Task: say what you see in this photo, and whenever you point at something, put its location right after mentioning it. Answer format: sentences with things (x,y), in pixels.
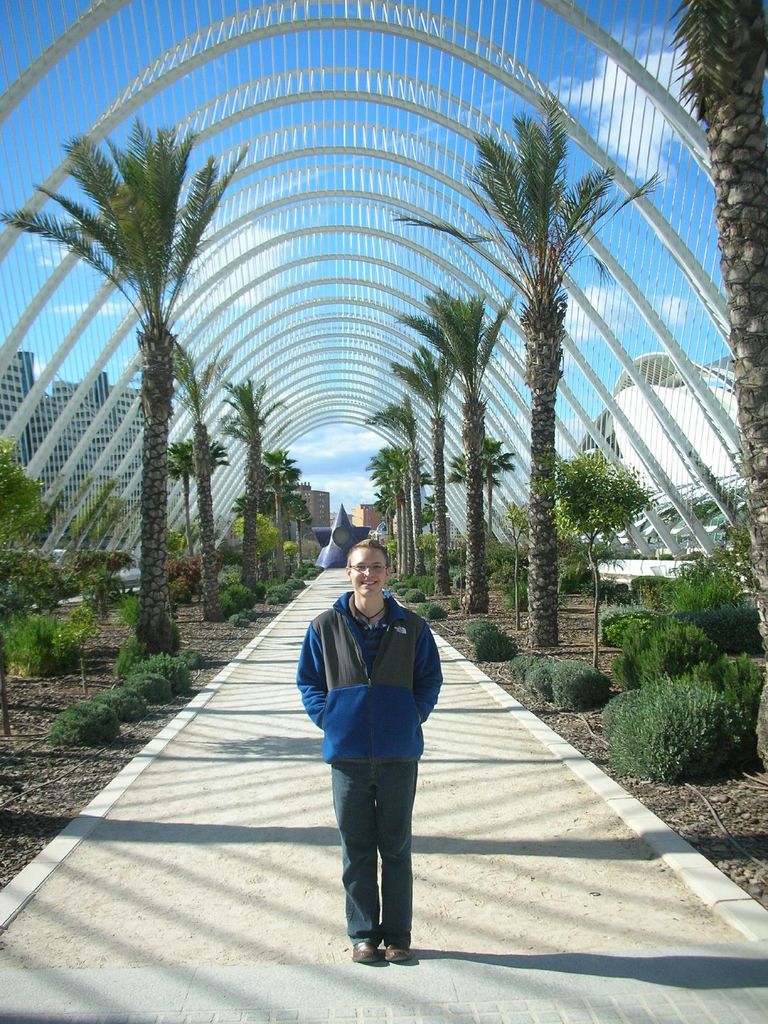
In the image we can see a man (381,729) standing, wearing clothes (349,798), shoes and spectacles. Here we can see the footpath (467,782), plants (678,719), trees (256,489) and the arch (654,465). We can even see there are buildings (0,417) and cloudy sky (301,15).
